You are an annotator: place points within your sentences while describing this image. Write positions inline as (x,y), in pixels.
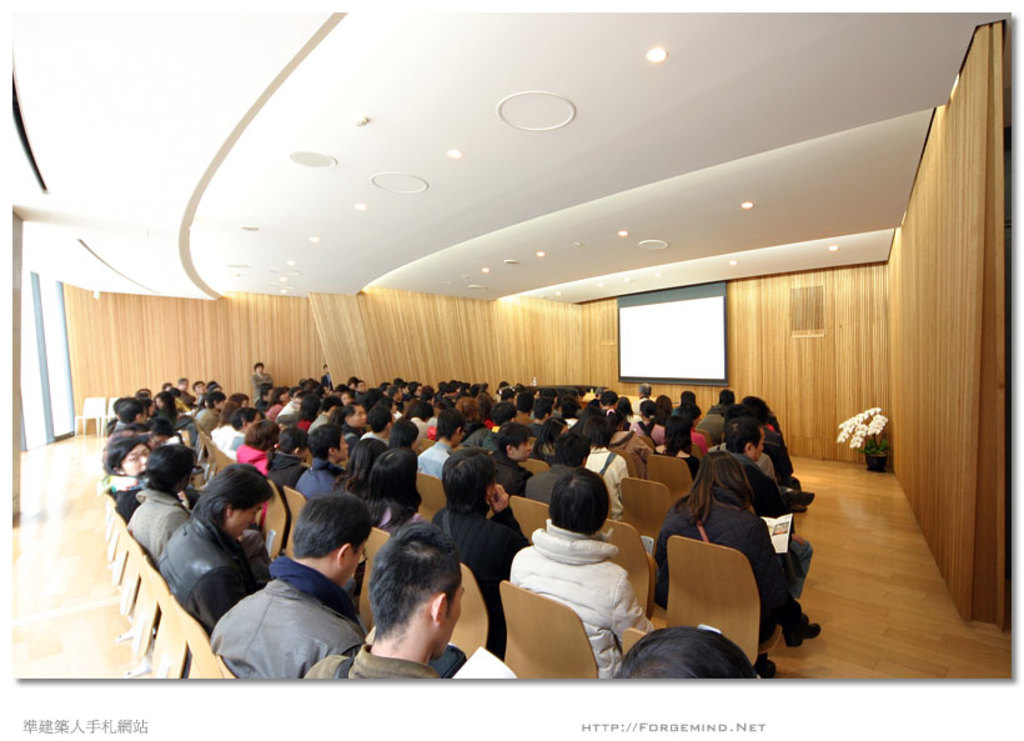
In this image I can see group of people (575,593) sitting, background (124,311) I can see a person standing and the person (268,381) is wearing brown color blazer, a projector screen (638,313), a plant (844,439), and I can see the wooden wall (842,409) in brown color and I can also see few lights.
